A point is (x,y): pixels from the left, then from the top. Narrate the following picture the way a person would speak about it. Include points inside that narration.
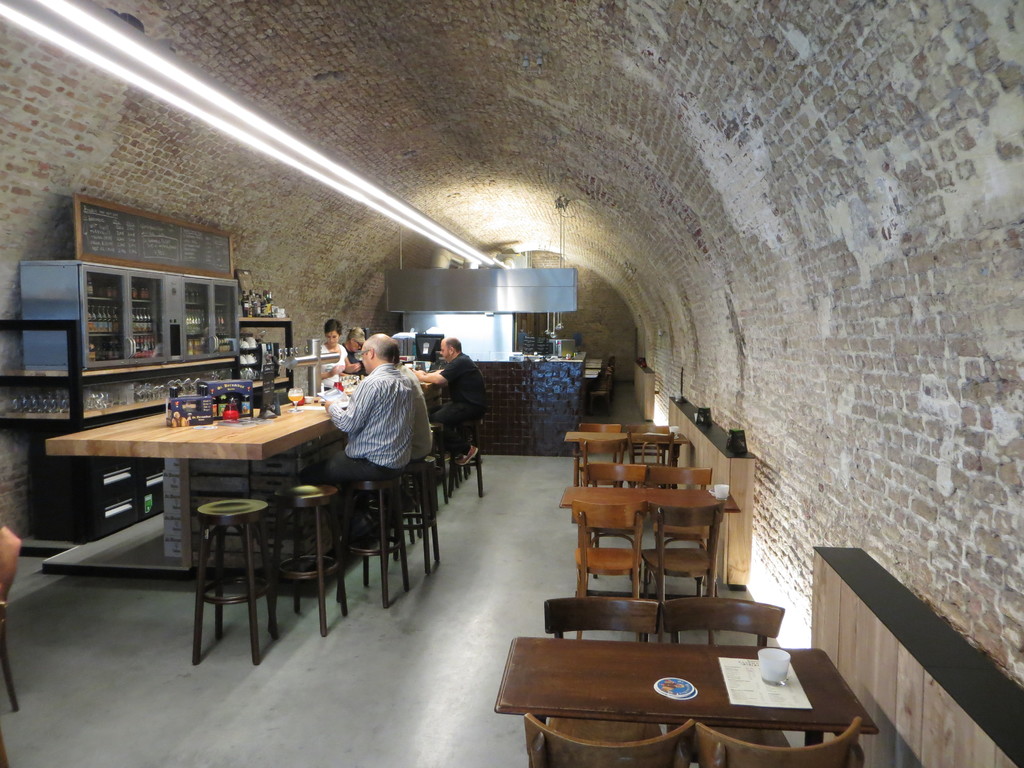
In this image i can see few people (387,405) sitting on chairs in front of a table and few people (330,343) standing, On the table (280,419) i can see various objects (238,392). In the background (348,281) i can see a light (329,168), a wall (629,260), few chairs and few bottles (140,348).
